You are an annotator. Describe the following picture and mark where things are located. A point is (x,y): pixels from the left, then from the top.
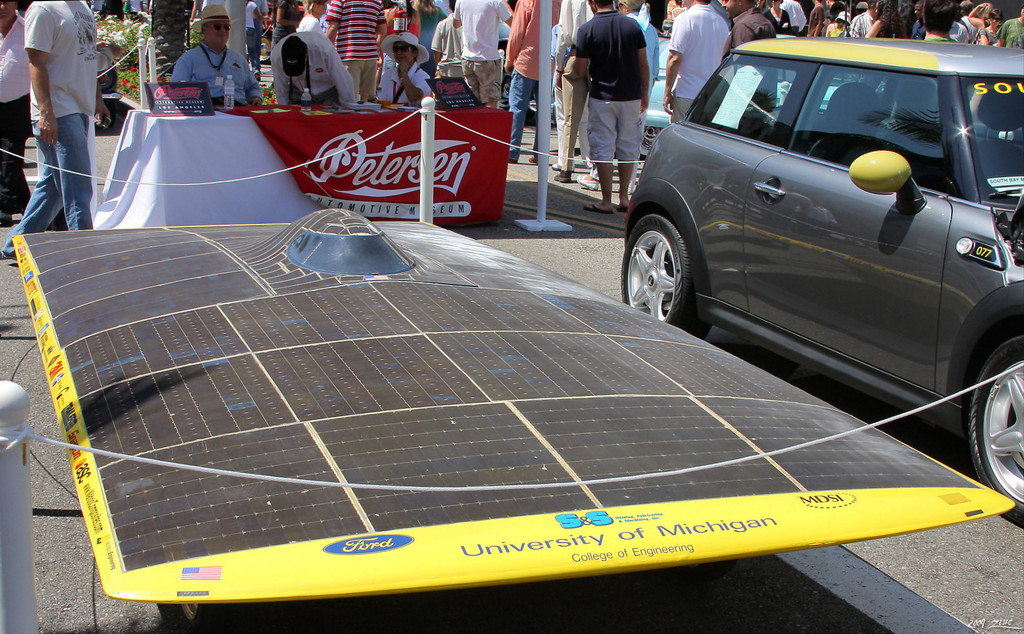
In this picture we can see car (786,103) on the road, beside this car (917,279) we can see an object (548,443). We can see ropes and poles (431,147). There are people (493,71) and we can see boards (201,102), bottles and objects (341,105) on the table (153,128), plants (144,23) and flowers (128,53).
